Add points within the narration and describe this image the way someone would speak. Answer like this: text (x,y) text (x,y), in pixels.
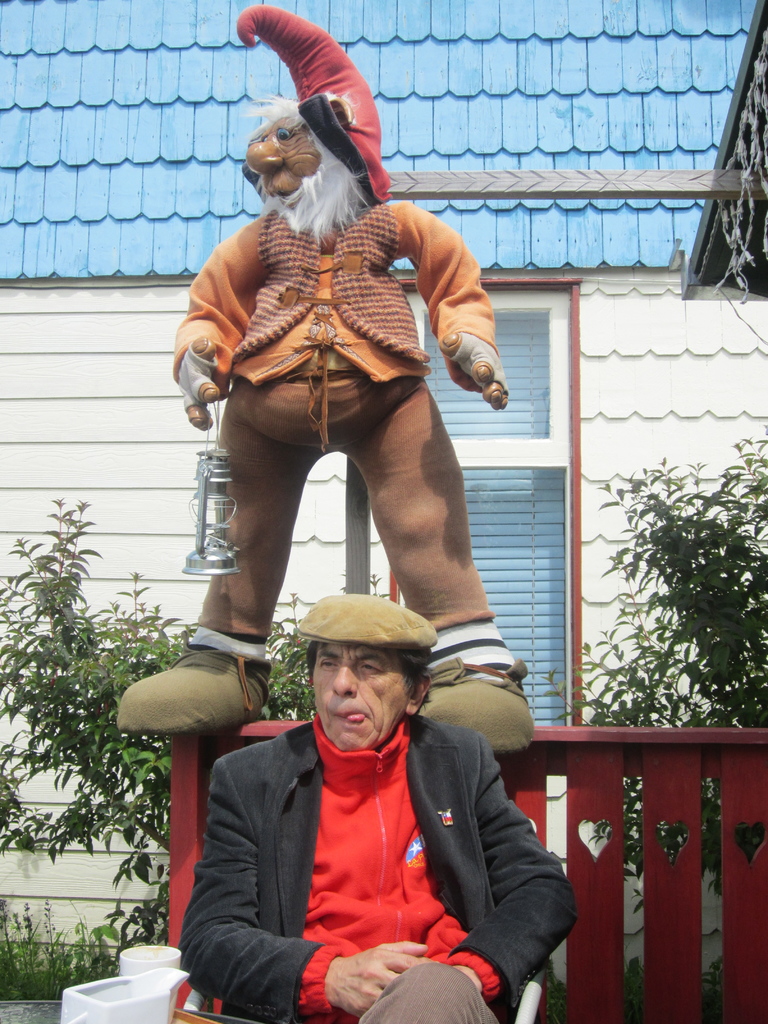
In this picture I can see a man (201,952) sitting on the chair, there is toy (409,510) on the fence (725,865), there are trees (739,515), and in the background (340,462) there is a house (34,465).
